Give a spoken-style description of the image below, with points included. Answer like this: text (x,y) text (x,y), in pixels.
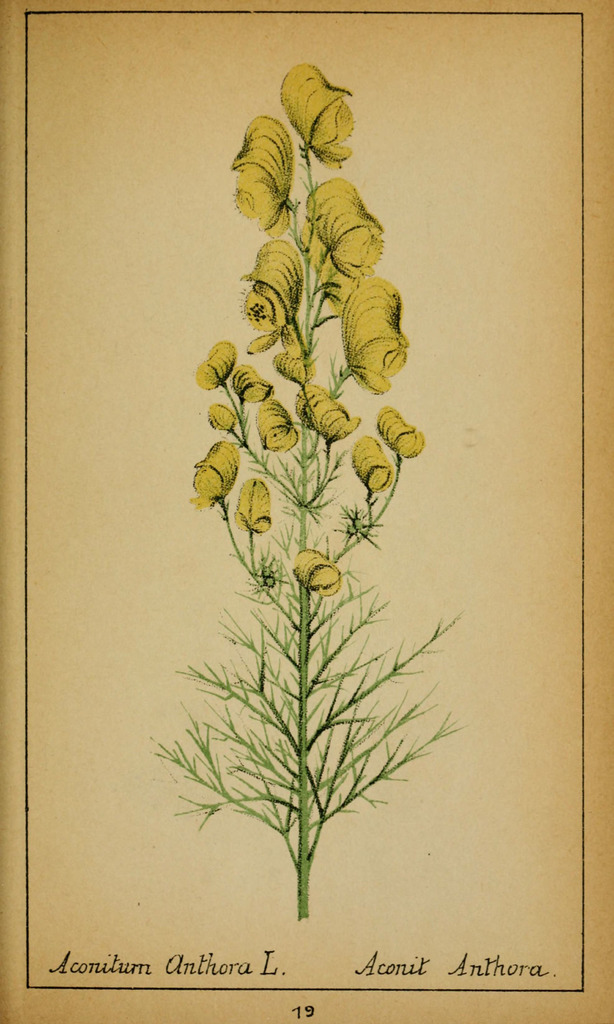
This image consists of a paper (237,745) with an image (287,651) of a plant (300,282) with stems (304,450), leaves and a few flowers (291,162) and there is a text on it.
